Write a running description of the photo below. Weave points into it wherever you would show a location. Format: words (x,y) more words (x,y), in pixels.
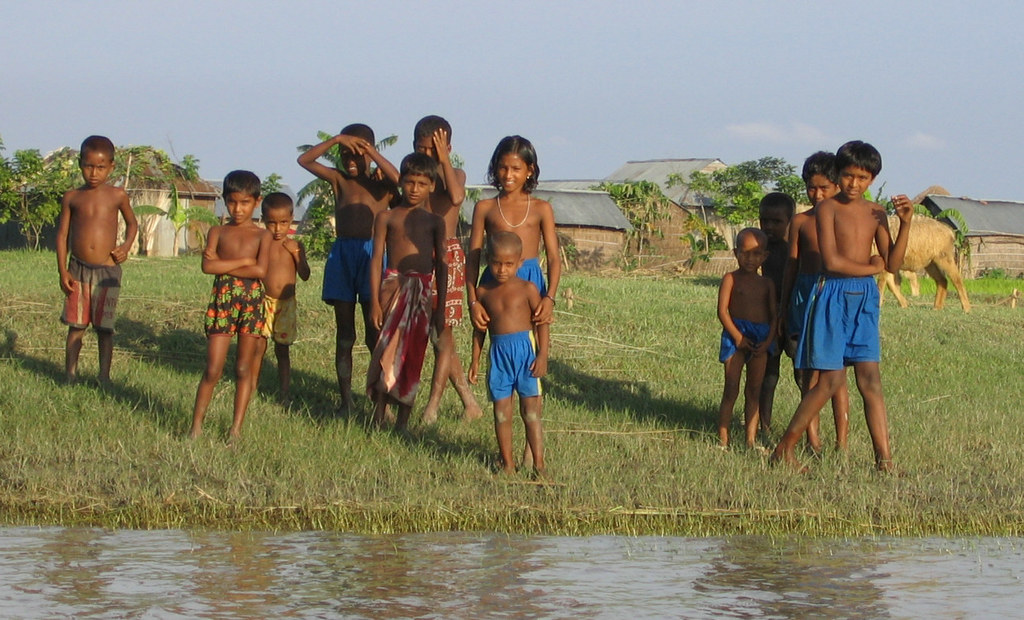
In this image I can see water (596,551), grass (353,473) and here I can see number of children (106,365) are standing. I can see most of them are wearing shorts (102,306). In the background (50,202) I can see few shacks (469,232), few trees (781,189), an animal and the sky (633,140) in background (575,102).
